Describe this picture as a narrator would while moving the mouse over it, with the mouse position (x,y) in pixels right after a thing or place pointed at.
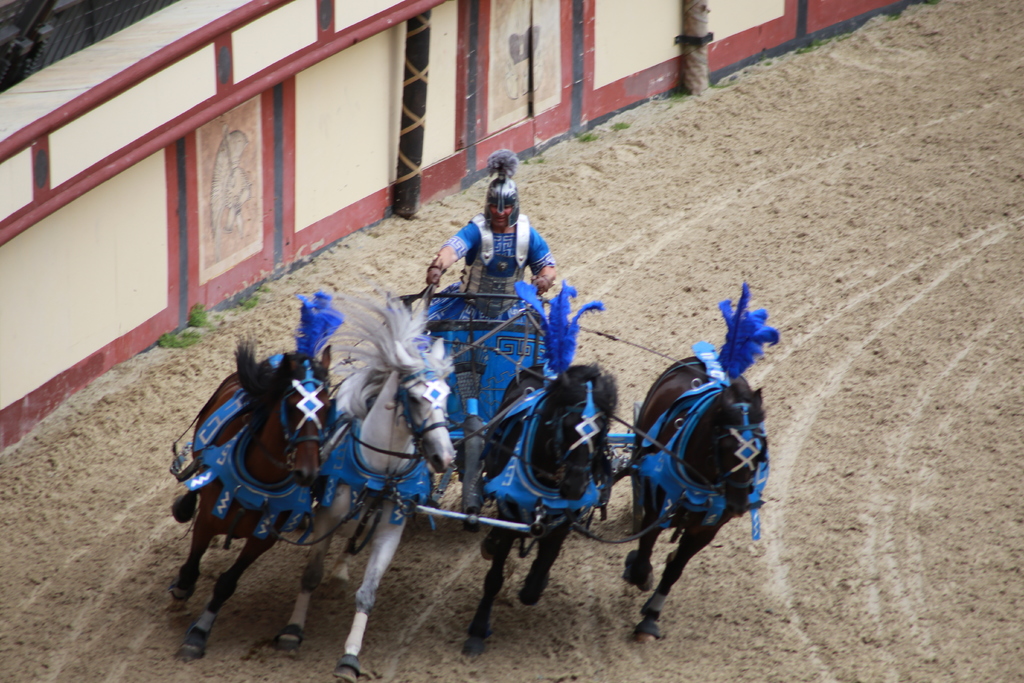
In this image we can see a man (499,269) standing on the horse cart (494,370). At the bottom (841,613) there is sand (800,621). In the background (503,148) there is a wall (515,129).
